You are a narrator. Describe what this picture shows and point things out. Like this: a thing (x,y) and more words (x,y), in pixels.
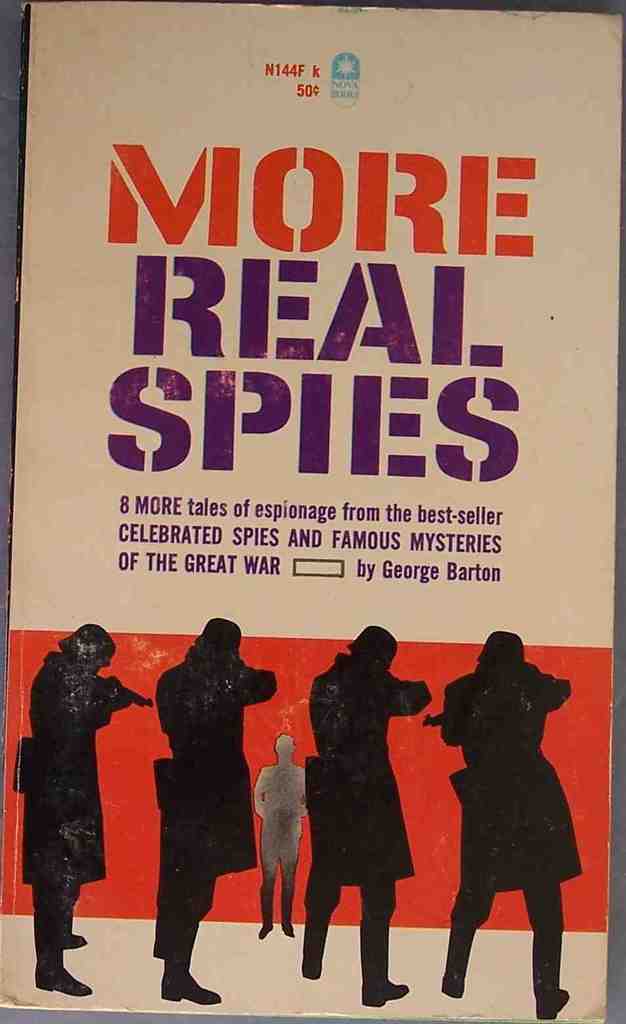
This is a picture of a poster (288,1010). We can see there is something written. In this picture we can see the depictions (307,940) of the people (375,947).
